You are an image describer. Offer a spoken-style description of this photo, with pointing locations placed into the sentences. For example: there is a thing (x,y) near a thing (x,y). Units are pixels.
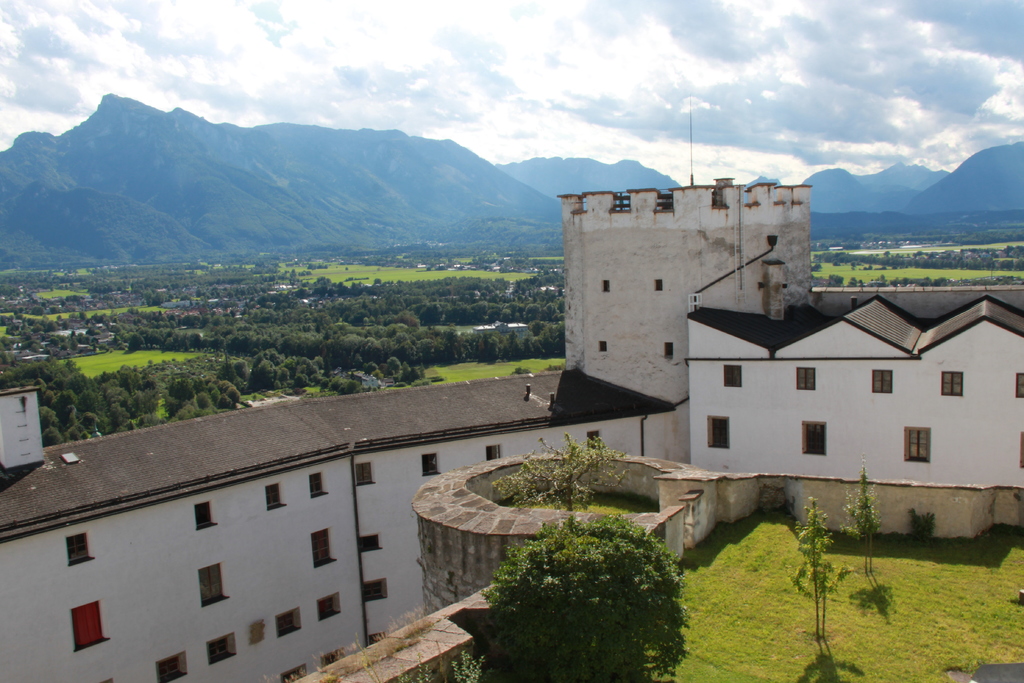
In the image we can see a building (664,443) and these are the windows (912,440) of the building (890,434). We can even see there are many trees (295,328) around. Here we can see grass (854,629), plant (586,631), mountains (414,218) and a cloudy sky (510,59).
